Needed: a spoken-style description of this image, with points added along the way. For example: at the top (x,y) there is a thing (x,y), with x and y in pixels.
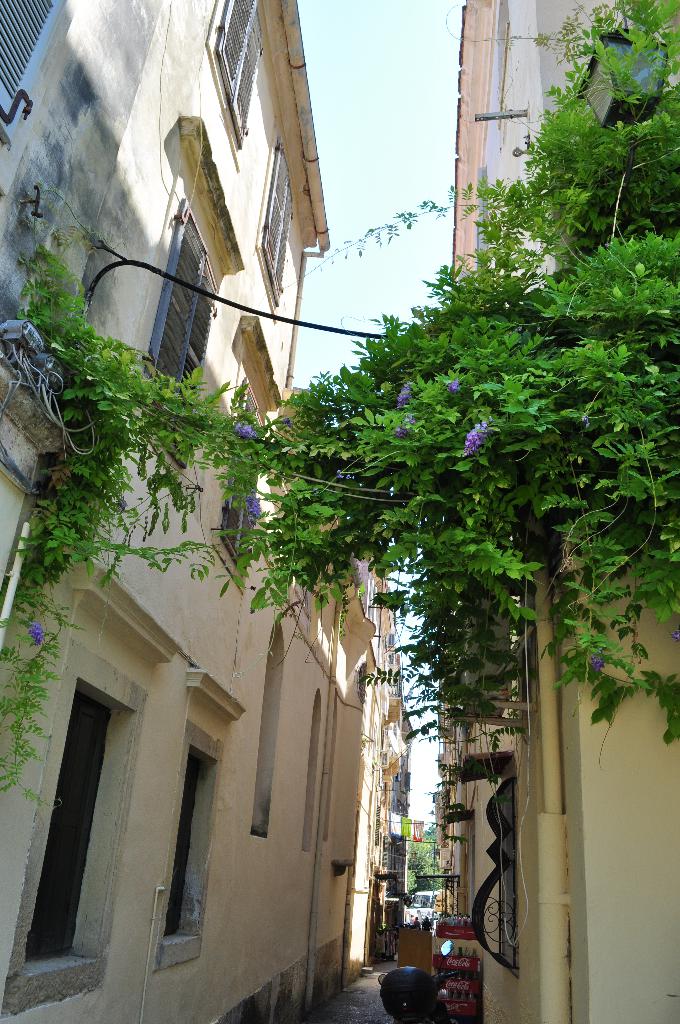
This image is taken outdoors. At the top of the image (365,280) there is a sky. On the left (92,874) and right sides of the image there are a few buildings (317,820) with walls (261,906), windows (195,239), roofs (272,72) and doors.
